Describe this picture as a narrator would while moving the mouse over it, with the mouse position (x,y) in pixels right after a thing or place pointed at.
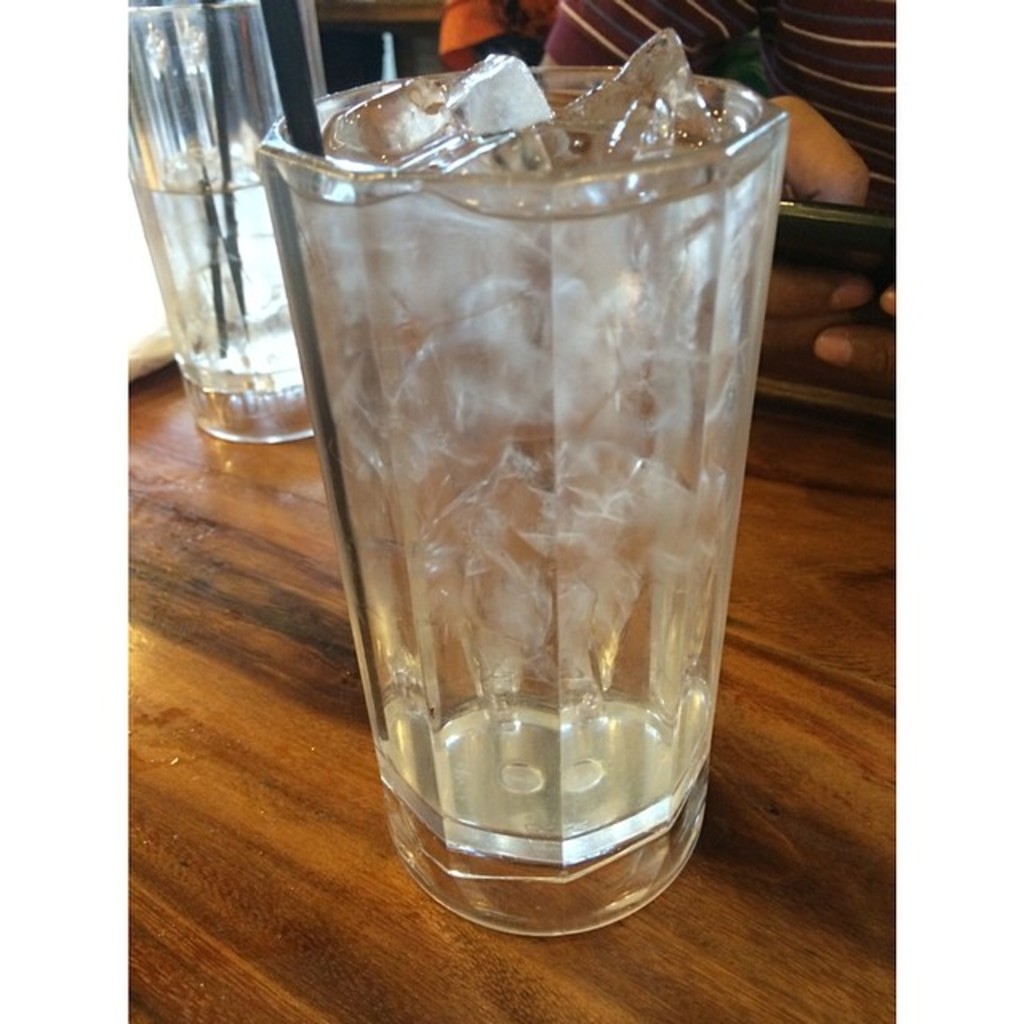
There are two glasses (418,383) filled with ice cubes (384,249) and kept on a wooden surface (235,632) as we can see in the middle of this image (483,468). There is one person (779,80) holding a mobile (824,261) as we can see at the top right side of this image (863,232).
